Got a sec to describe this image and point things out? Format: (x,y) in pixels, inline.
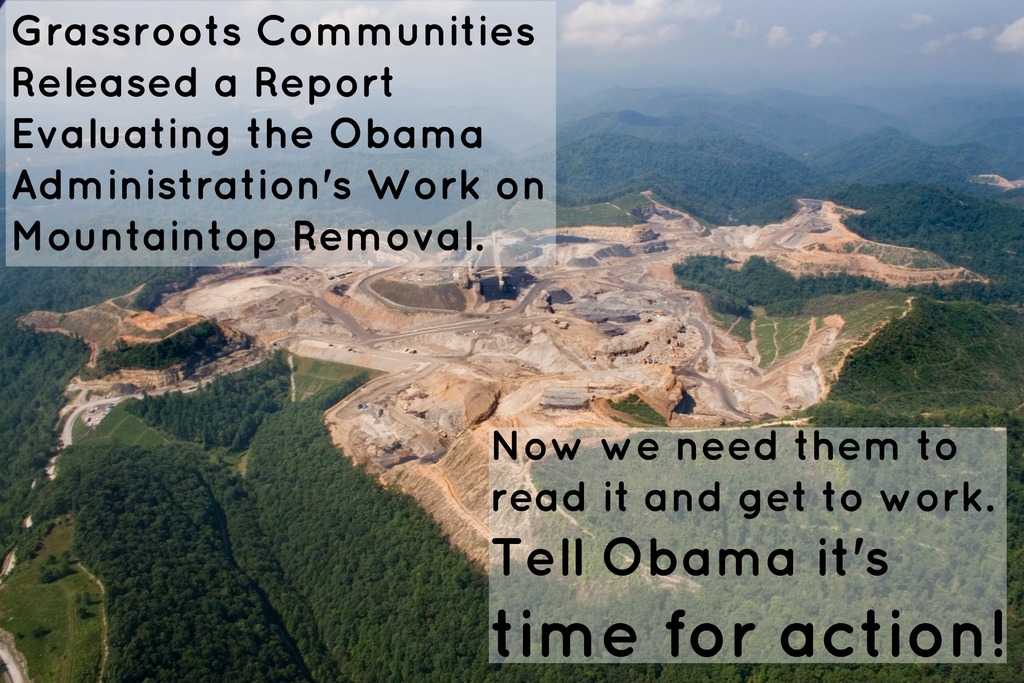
These are the hills (637,488) with stones (393,438) and green trees (303,445). There is a text (121,207) in this image.
